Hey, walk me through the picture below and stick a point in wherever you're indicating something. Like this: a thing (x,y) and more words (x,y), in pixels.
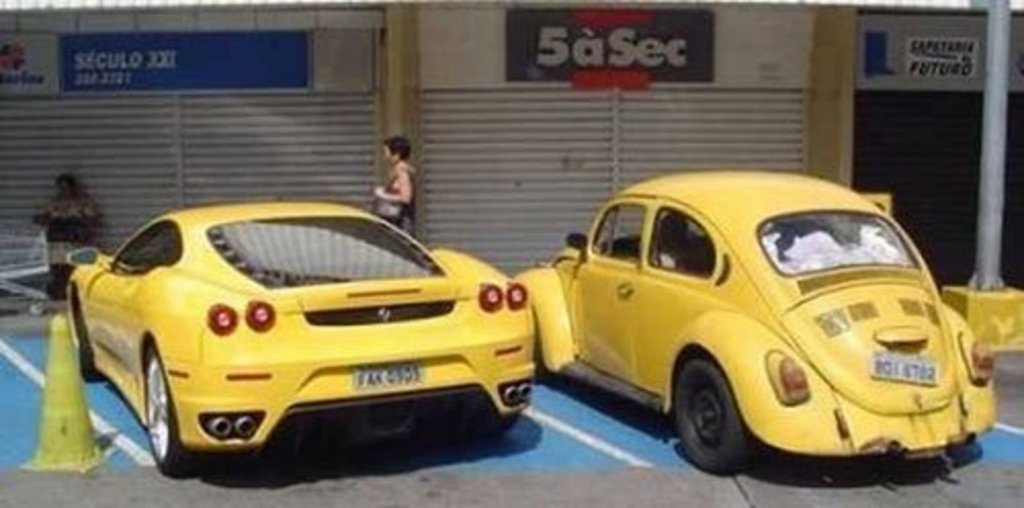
In this picture we can see two cars (483,334) parked here, on the right side (994,207) there is a pole (984,217), we can see shutters (372,119) here, there are two persons (410,175) standing here, we can see hoardings (240,78) here, on the left side (75,433) there is a traffic cone (75,420).
